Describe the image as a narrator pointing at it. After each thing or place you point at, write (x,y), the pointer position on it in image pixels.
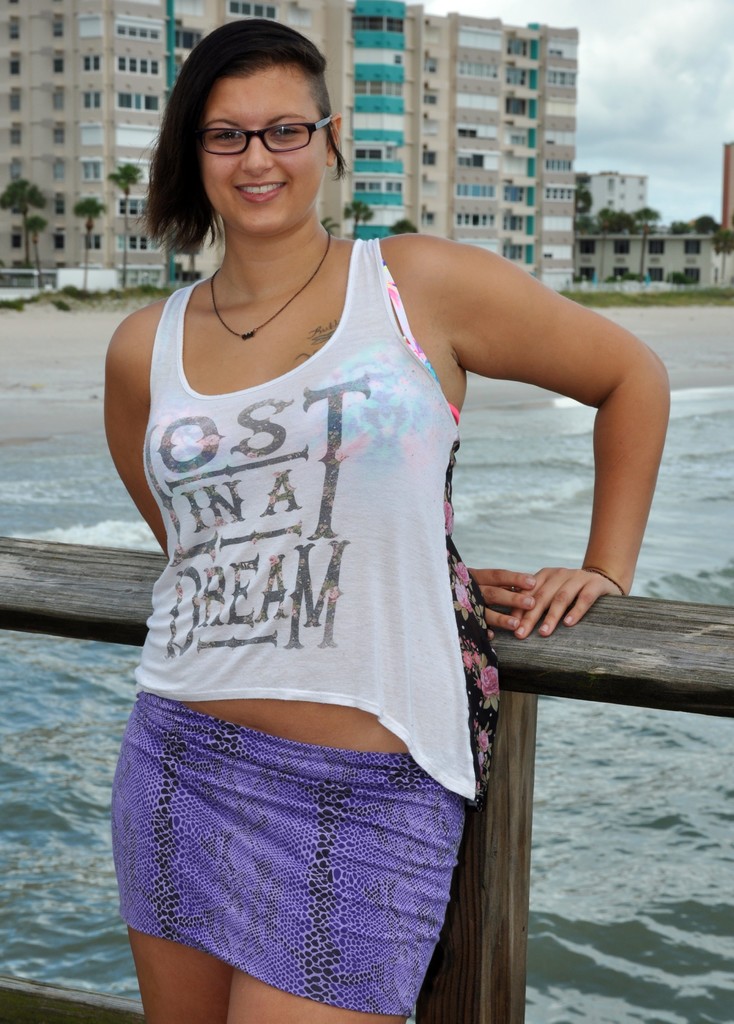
In this image we can see a woman (353,673) standing. On the backside (659,569) we can see the water (648,535), trees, a building (148,267) with windows (430,161) and the sky (660,178) which looks cloudy.
